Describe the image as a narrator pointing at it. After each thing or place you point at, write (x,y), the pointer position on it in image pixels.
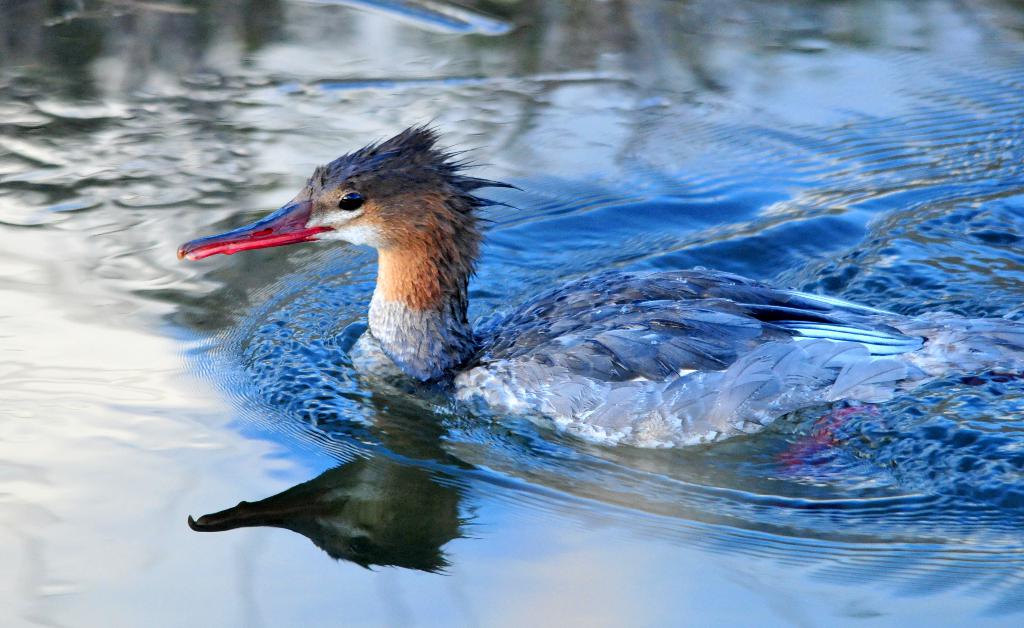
There is a duck (396,275) on the surface of water (363,309) as we can see in the middle of this image (342,230).
